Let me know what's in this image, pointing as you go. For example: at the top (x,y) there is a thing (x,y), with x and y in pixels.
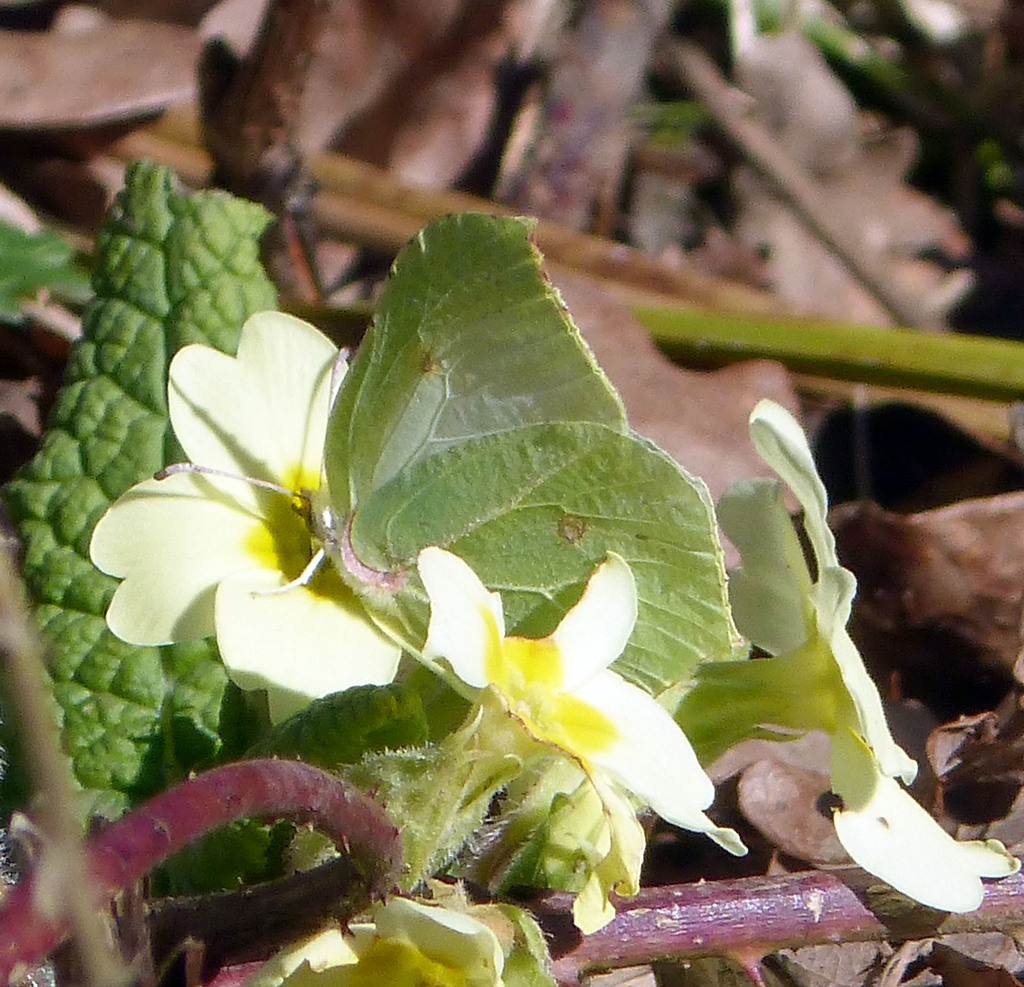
In this picture I can observe leaves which are in green color. The background (137,32) is blurred.
